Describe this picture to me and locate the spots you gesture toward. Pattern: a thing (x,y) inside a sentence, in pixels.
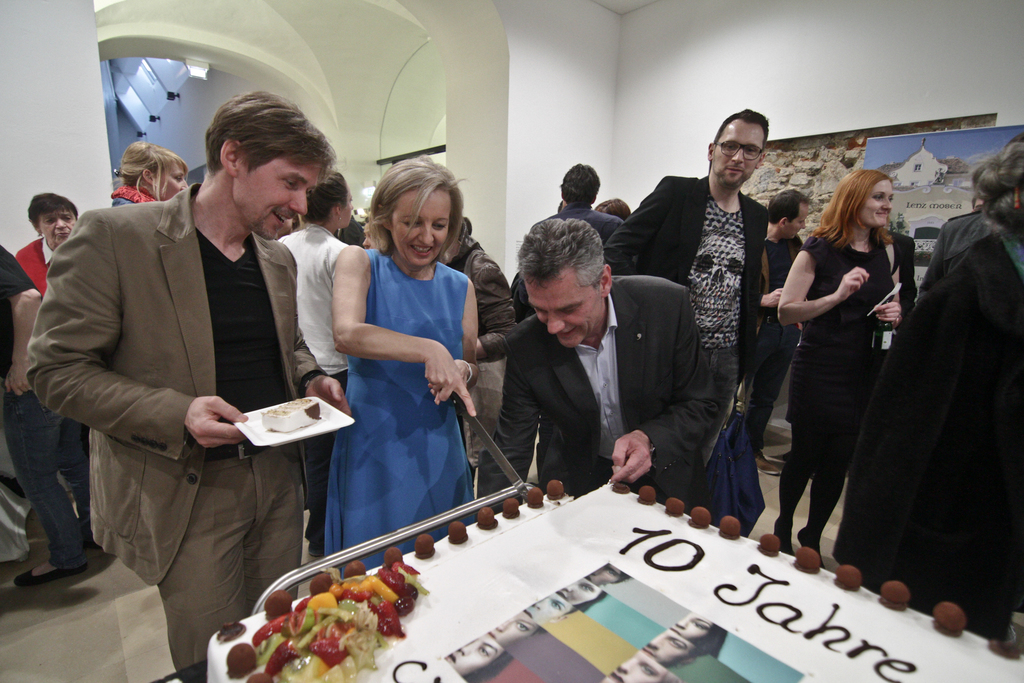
In the center of the image (419,369) there is a lady (406,280) standing and holding a knife (527,492) in her hand (426,379), before her there is a cake (636,627) placed on the table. On the left (259,488) we can see a man (238,440) standing and holding a plate (266,435). On the right (870,476) there are people (805,301) standing and we can see a man (571,460) bending. In the background (494,243) there are people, wall (786,100) and wall frames (927,180).
